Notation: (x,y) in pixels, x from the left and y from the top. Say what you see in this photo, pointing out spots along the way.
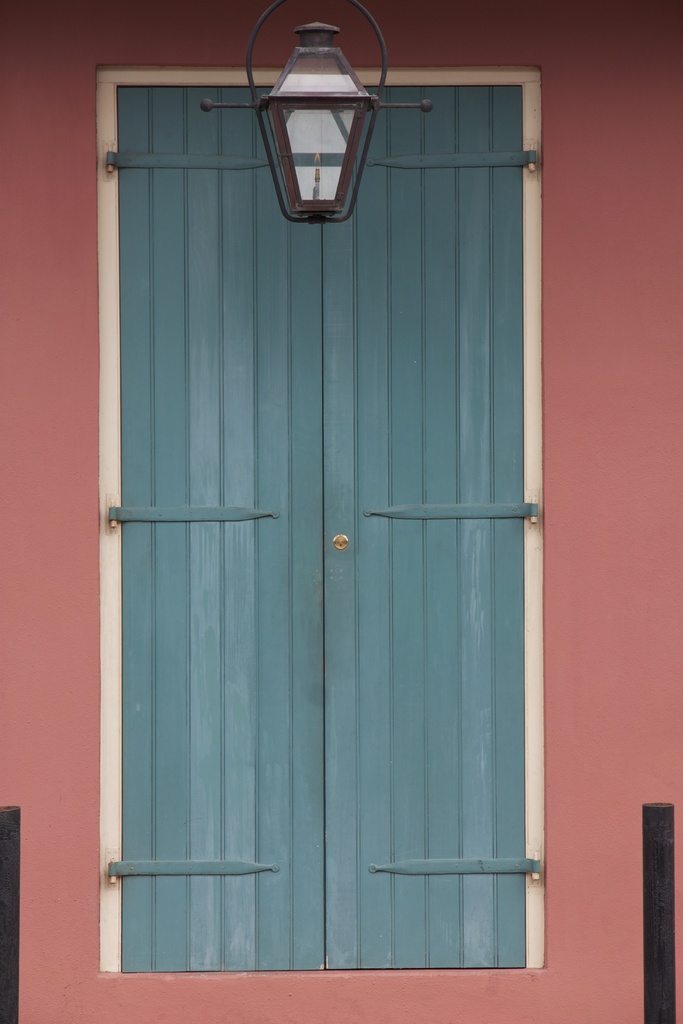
In the image we can see there is a door (499,776) on the wall (652,436) and there is lighting (286,119) on the top (283,128).
